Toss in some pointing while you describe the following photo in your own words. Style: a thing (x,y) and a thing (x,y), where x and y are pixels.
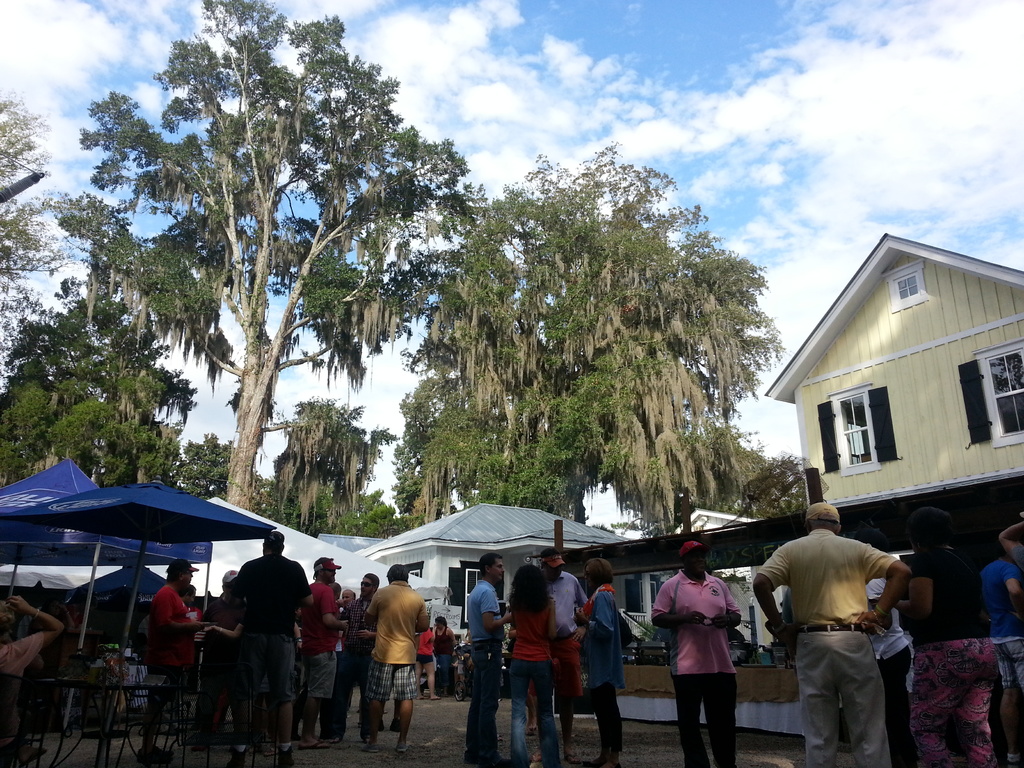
In this image we can see some people (498,641) standing. We can see the tents (163,558) and sheds (455,588). And we can see a building (459,572), chairs (178,717) and tables (667,674). We can see the trees (676,322) and clouds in the sky (741,189).
